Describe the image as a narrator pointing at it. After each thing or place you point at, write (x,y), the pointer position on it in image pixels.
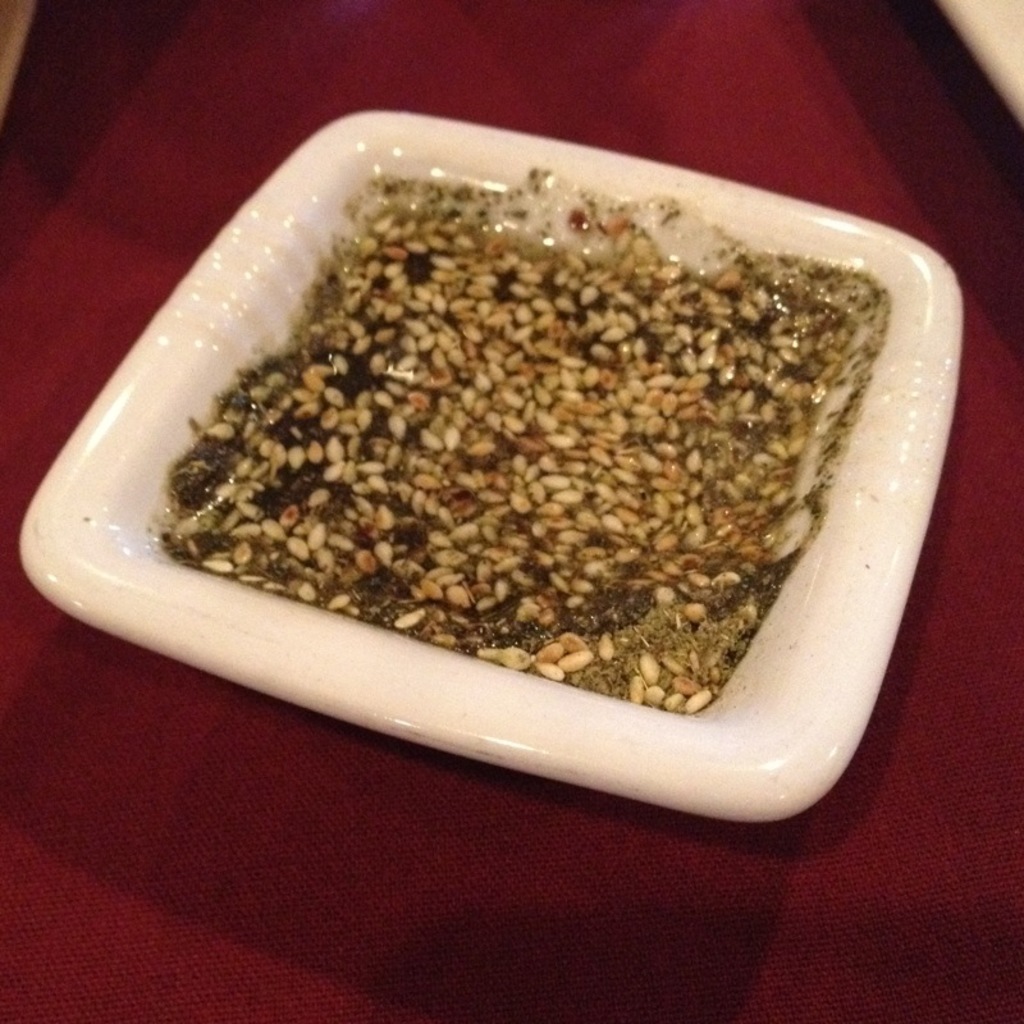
In this image we can see some grains (509,494) are in a bowl (499,402) and the bowl (338,219) is in white color is on the red color surface (159,914).
